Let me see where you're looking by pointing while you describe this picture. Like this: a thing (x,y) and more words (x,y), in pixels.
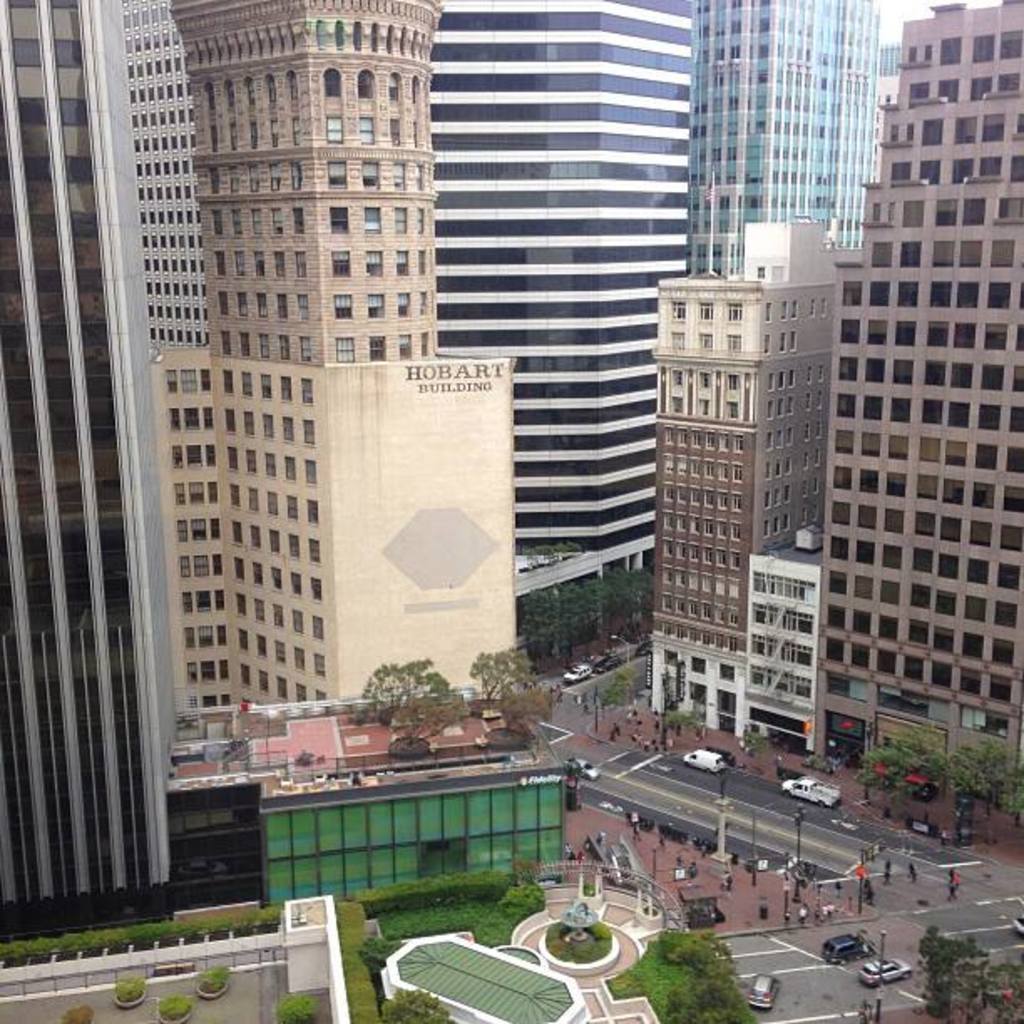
In this image we can see buildings (728,369), cars (700,767), poles (800,823), road (778,955), plants (349,939) and trees (409,693).
